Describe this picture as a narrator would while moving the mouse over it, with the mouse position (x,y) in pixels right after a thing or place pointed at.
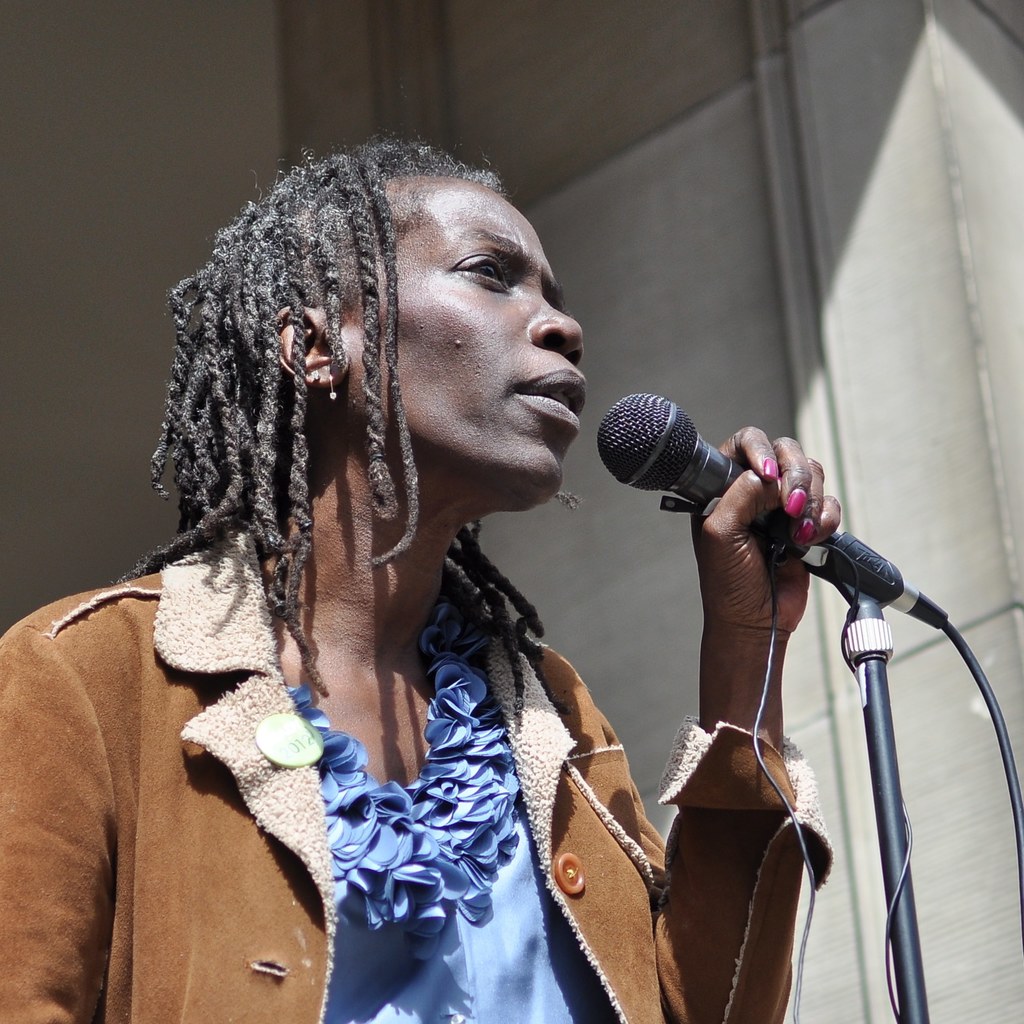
In this image I can see a person (696,865) is holding a mike (837,553) in hand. In the background (647,136) I can see a wall (631,198) and columns (883,173). This image is taken during a day.
